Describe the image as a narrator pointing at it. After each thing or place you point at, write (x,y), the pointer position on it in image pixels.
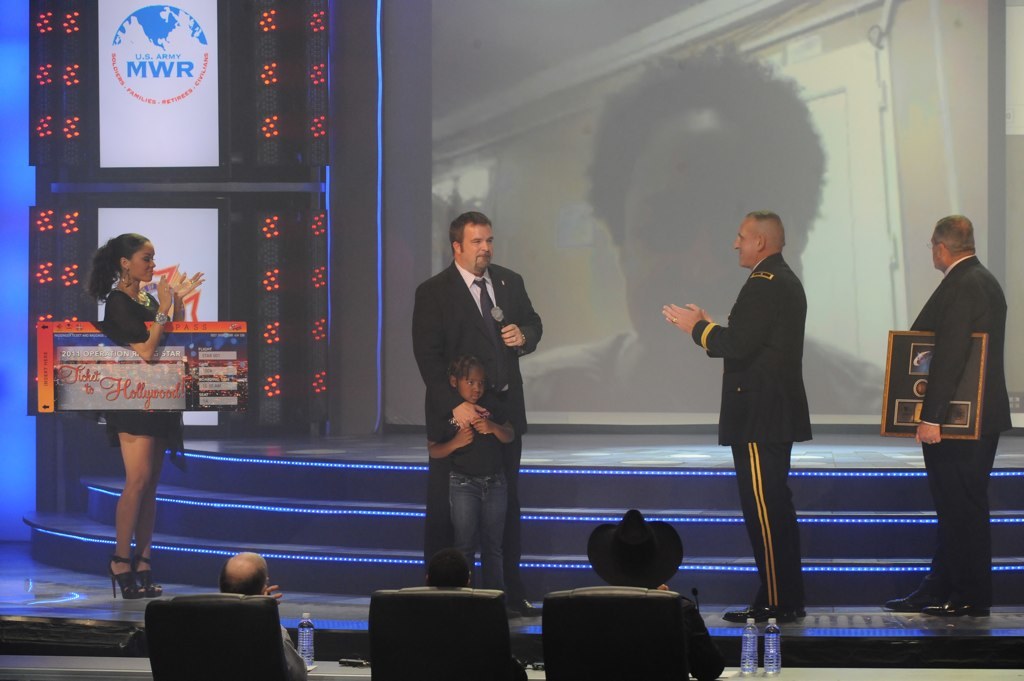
In the picture we can see few people (962,448) standing on the stage (556,508) and clapping the hands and one man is holding a microphone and he is in a black color blazer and tie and holding a child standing near him and in front of them we can see some people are sitting in the chairs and in the background (214,493) we can see some steps (295,513) with lights (406,511) and behind it we can see a screen (739,101) and person face image (750,206) on it and besides we can see some board (122,19) with lights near it.
